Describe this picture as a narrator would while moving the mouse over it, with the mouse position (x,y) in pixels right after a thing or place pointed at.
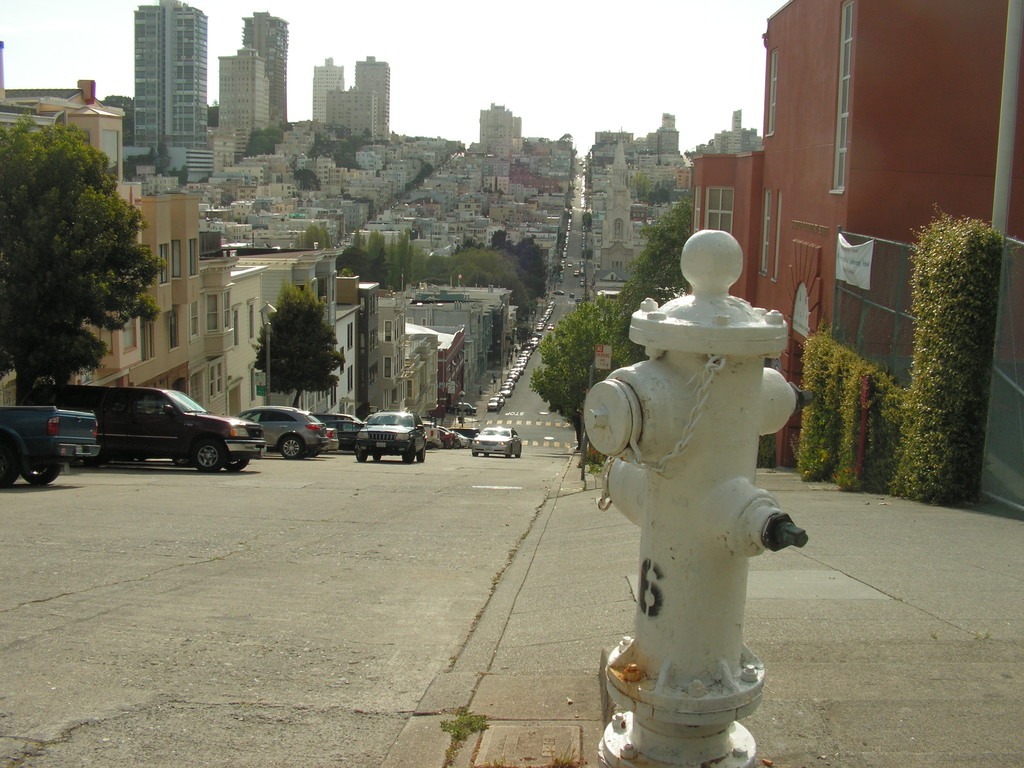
In this image I can see the fire hydrant (789,387) in white color, background (22,261) I can see few vehicles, trees (60,252) in green color, buildings (787,365) in white, brown, cream and gray color and the sky (469,72) is in white color.
